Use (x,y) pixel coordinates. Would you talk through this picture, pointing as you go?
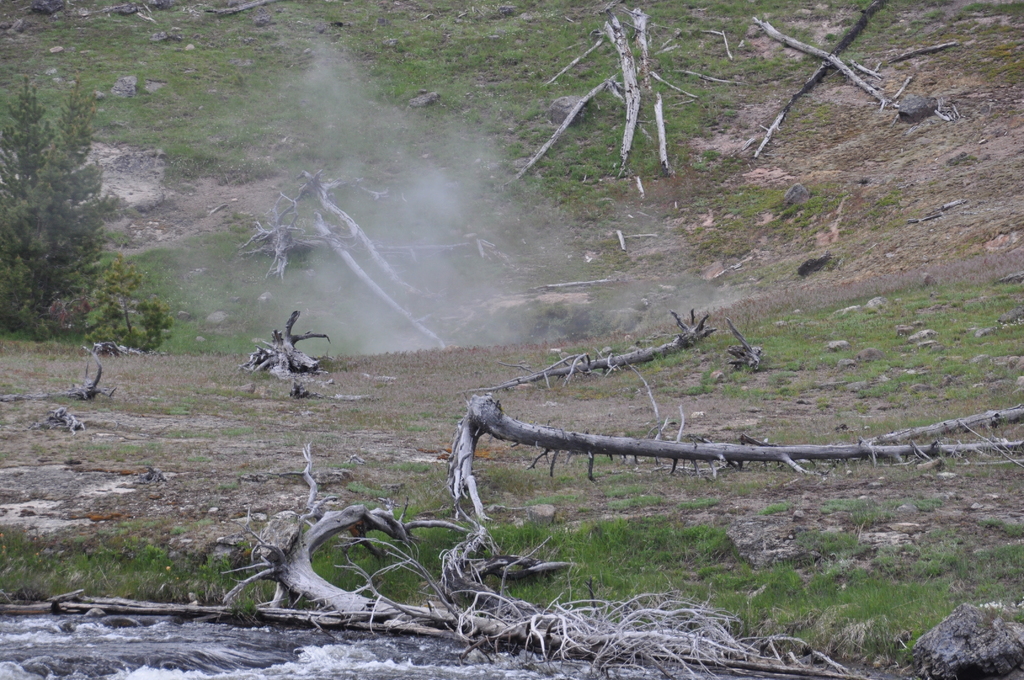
In this image I can see an open grass ground (640,343) and on it I can see number of tree trunks (772,28) and branches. On the left side of the image (16,137) I can see a tree (149,305) and in the centre of the image (513,297) I can see the smoke (356,99). On the bottom side of the image (218,632) I can see the water (24,647).
